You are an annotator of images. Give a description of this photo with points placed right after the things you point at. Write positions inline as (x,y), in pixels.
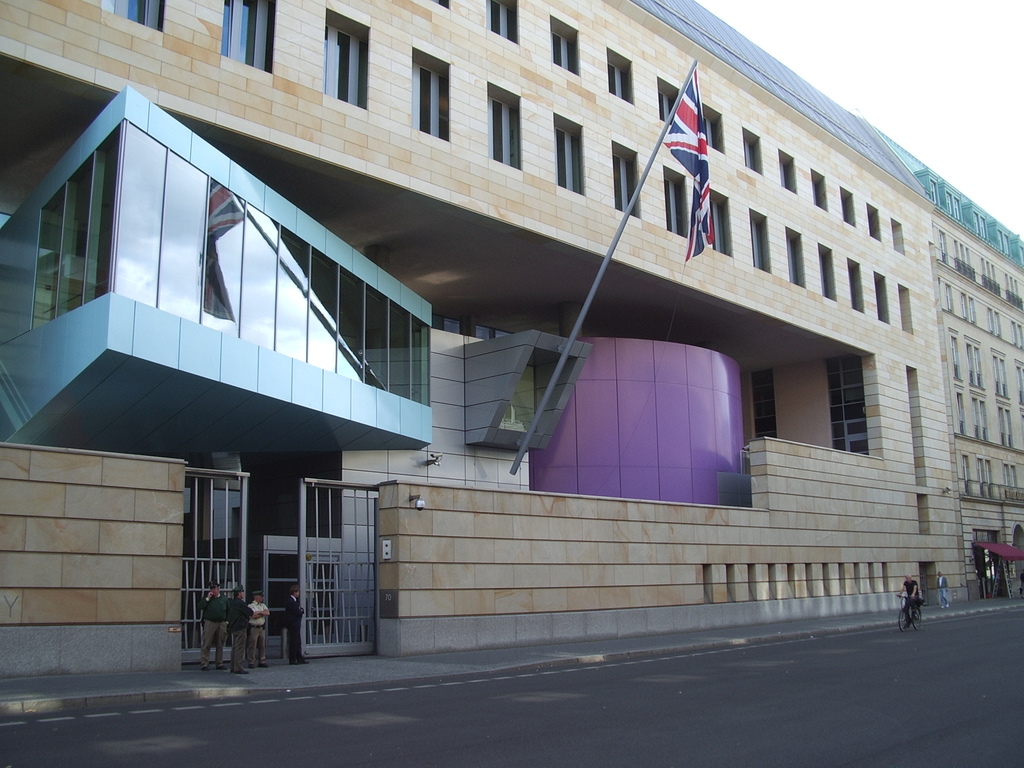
This is the front view of a building (578,219), there is a flag (693,136) to a pole (643,173) on the building (587,266), in front of the building (167,638) there are a few people (250,635) standing in front of the gate (343,616), in front of the building (387,585) there is a person (915,598) riding a bicycle (900,602) on the road (688,650).
